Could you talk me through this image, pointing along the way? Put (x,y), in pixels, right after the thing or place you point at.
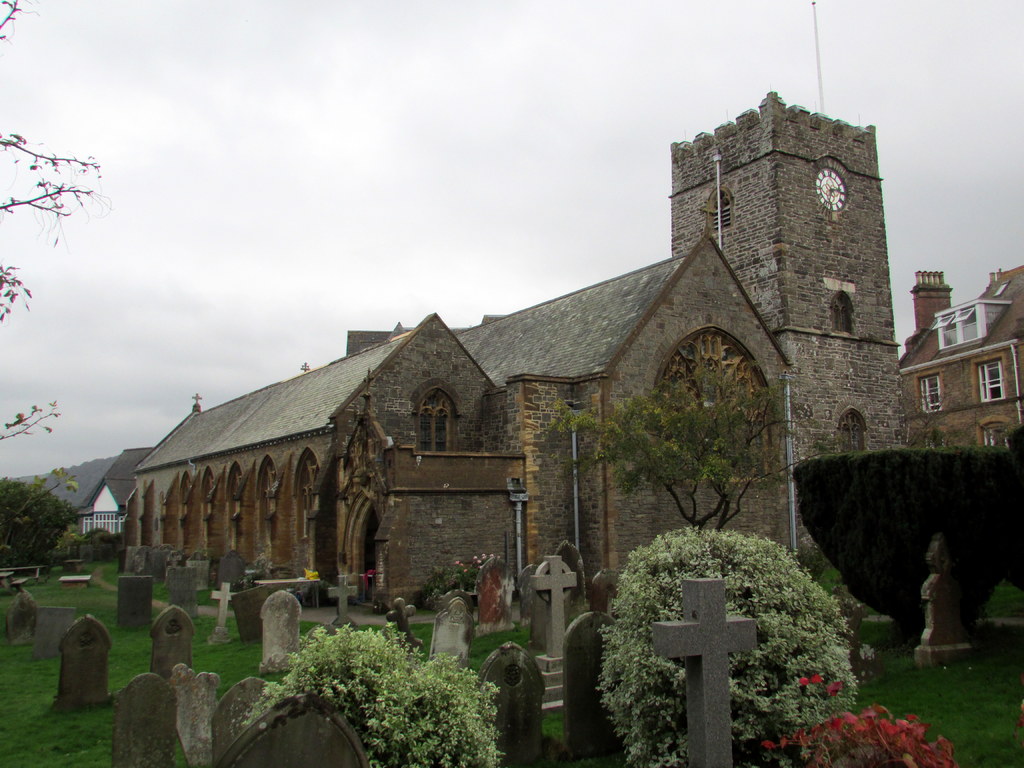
In this image I can see a cemetery (276,662) and number of tombstones (178,656). I can see few trees (449,698), few flowers (827,739) which are red in color, few buildings (972,324), a clock (840,179) to the building (834,231) and few pipes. In the background (202,262) I can see the sky (267,189).
